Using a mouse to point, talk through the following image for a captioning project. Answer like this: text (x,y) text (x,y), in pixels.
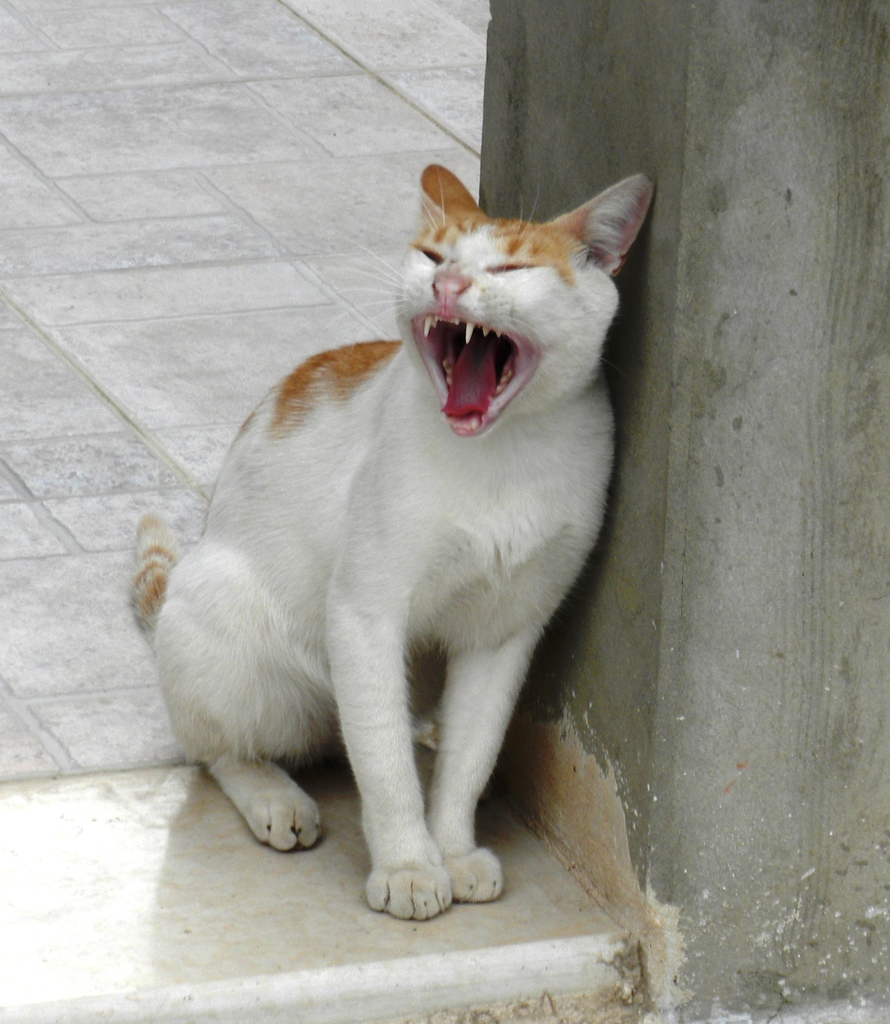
In the picture we can see a cat (472,759) sitting on the floor (348,919) and it is white in color with some brown in color to it and leaning to the wall (733,930) which is gray in color.
